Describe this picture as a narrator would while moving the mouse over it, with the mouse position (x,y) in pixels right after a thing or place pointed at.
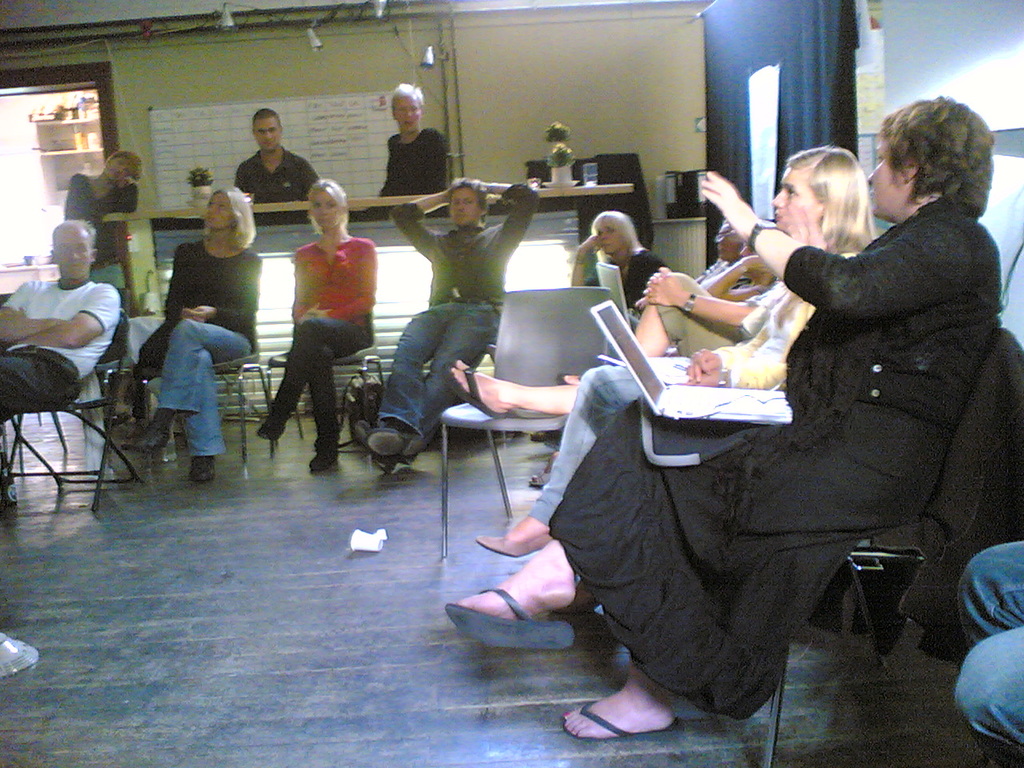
In this image we can see some people (803,483) and among them few people (651,266) sitting on chairs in a room (338,538) and there is a board (214,158) with some text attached to the wall (687,166) in the background (385,187) and there are three persons (277,136) standing and we can see a table (616,186) with some objects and there are some other things (695,193) in the room (626,149).
